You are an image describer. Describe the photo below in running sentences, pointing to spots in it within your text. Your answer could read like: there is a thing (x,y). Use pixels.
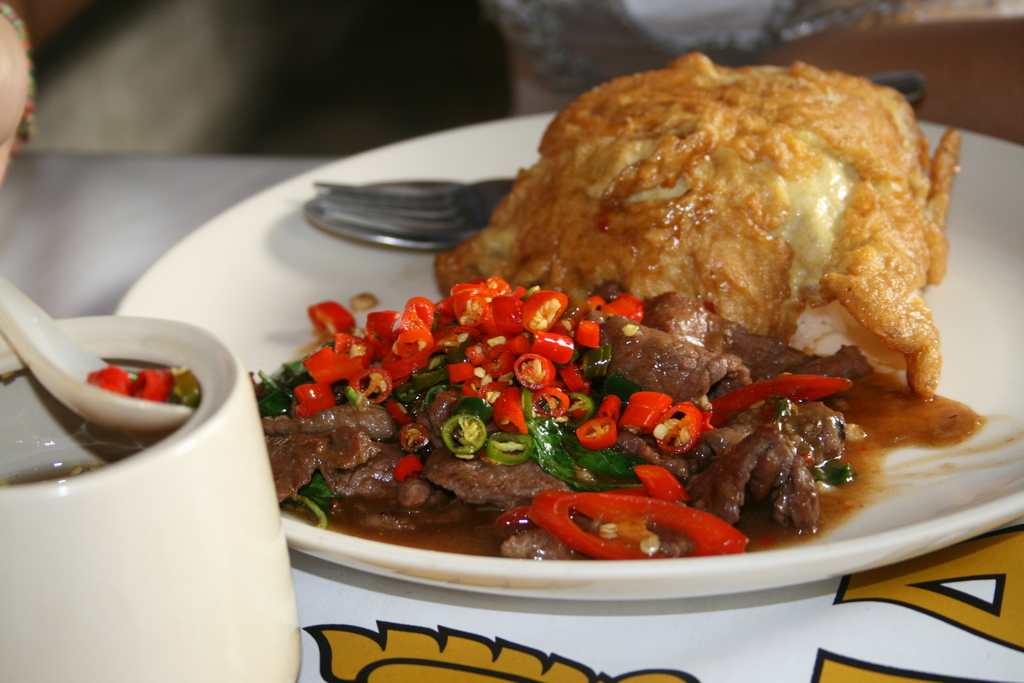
On the table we can see a white plate (391,178), fork (360,197), spoon (318,220), red chili (508,366), green chili (472,436), meat (748,358), sauce (925,406) and other food item (774,205). On the bottom left corner (134,519) there is a pot (197,434). On the top left corner (31,85) we can see a person's hand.
